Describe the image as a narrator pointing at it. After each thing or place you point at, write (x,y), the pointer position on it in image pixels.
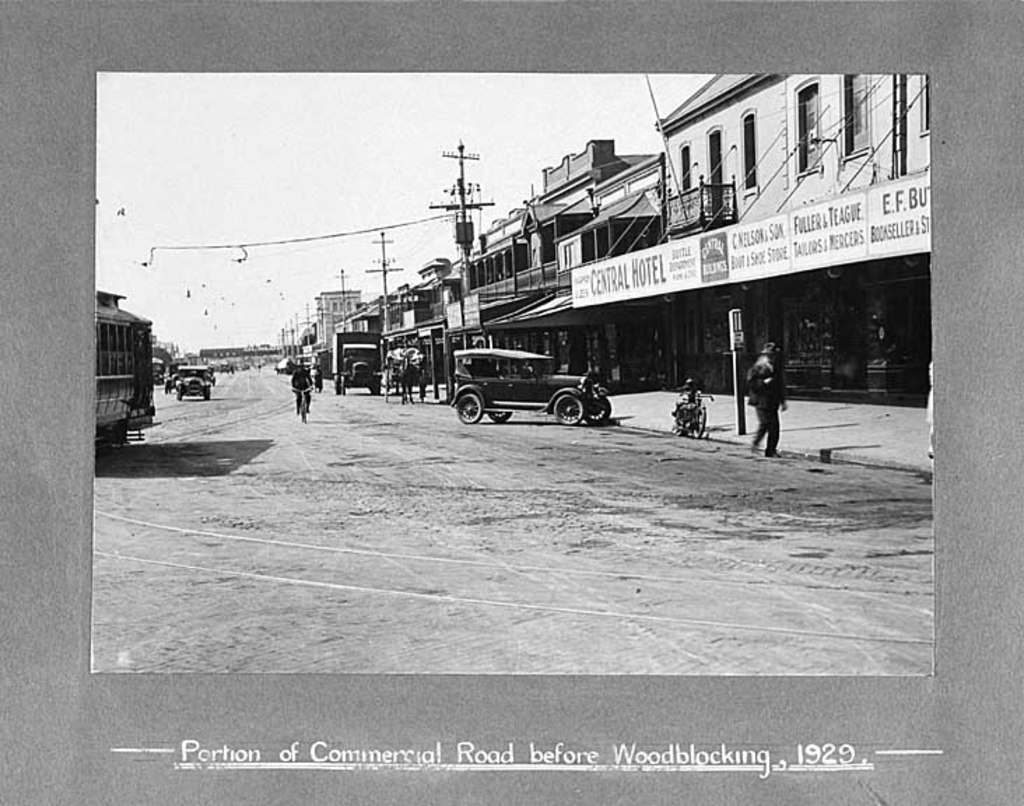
In this image I can see few vehicles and I can also see few persons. In front the person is riding the bicycle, background (541,301) I can see few poles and I can also see few buildings (540,207) and the image is in black and white.
